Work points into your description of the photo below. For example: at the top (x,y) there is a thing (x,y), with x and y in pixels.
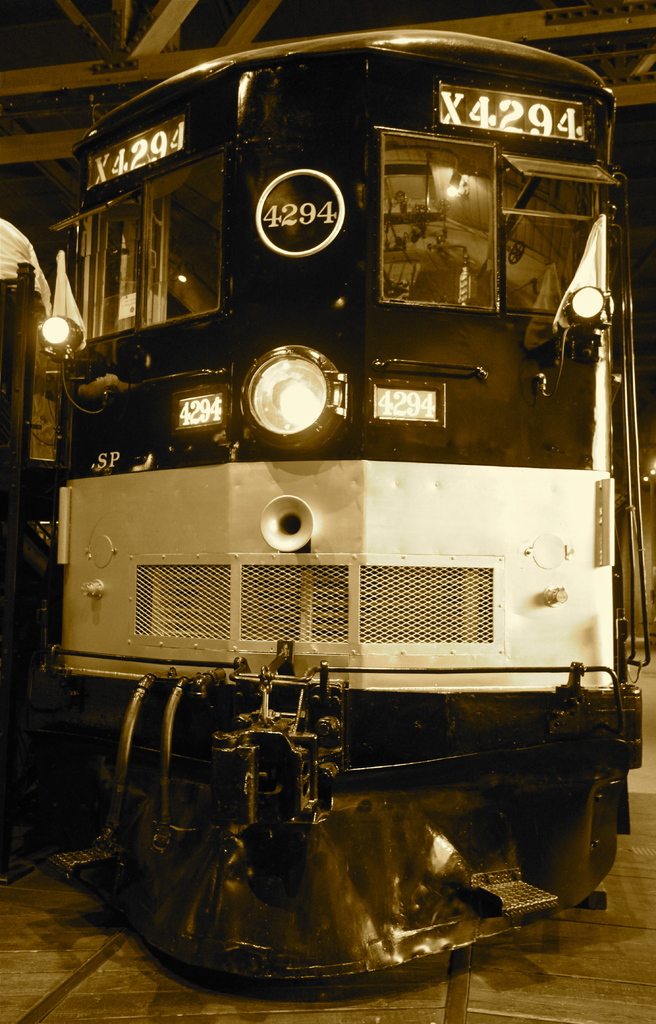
It is the black and white image in which we can see that it is a front side view of the train engine (179,445).
